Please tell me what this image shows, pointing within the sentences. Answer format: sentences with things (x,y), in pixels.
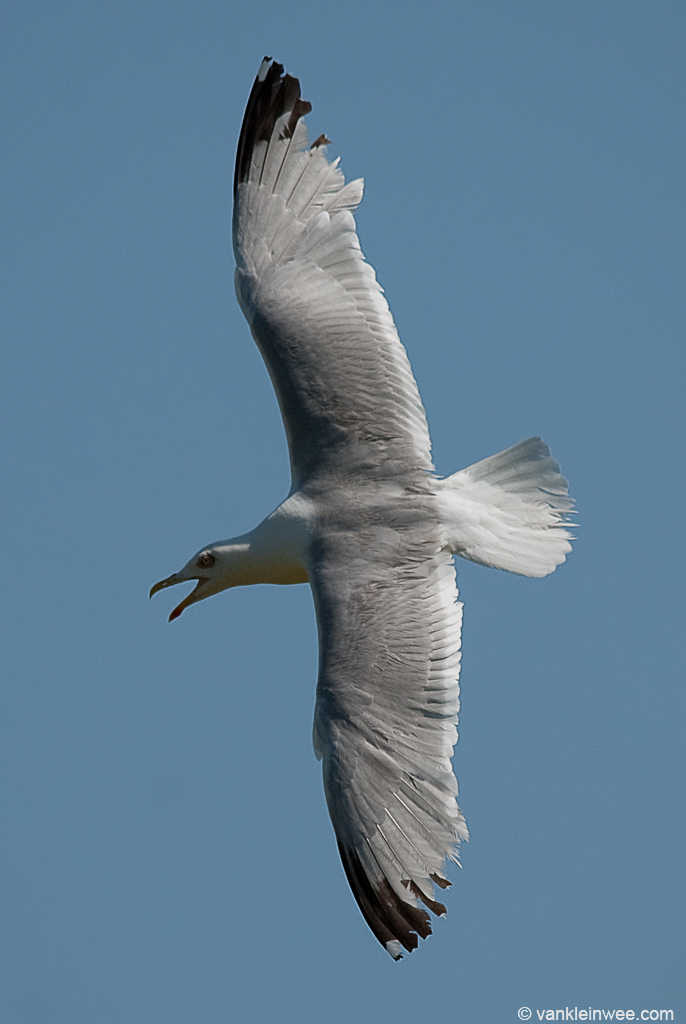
In this image there is a bird (354,405) in the air (156,168). In the background of the image (492,254) there is sky (572,308). There is some text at the bottom of the image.
